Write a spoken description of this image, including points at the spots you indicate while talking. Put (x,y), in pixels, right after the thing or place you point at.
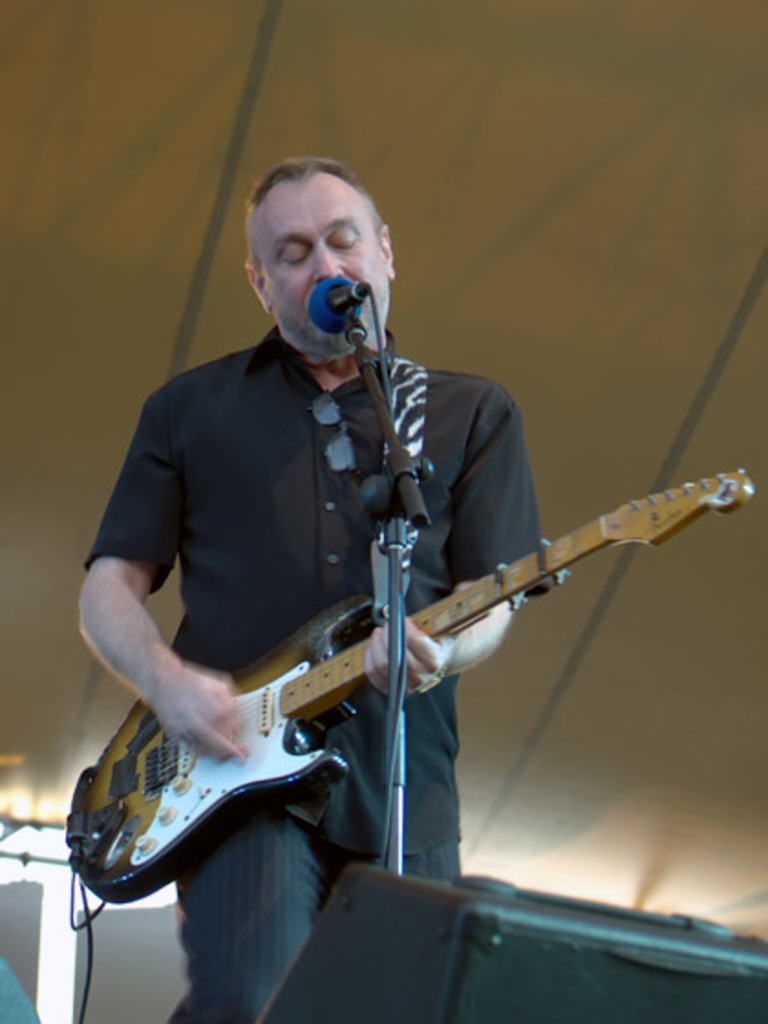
This is the man (231,441) standing. He is singing a song and playing guitar (274,736). This is the mic (336,315) attached to the mike stand (402,715). I think this is the speaker (421,952) which is black in color. This is the cloth (169,110) which is like a rooftop (581,339).
